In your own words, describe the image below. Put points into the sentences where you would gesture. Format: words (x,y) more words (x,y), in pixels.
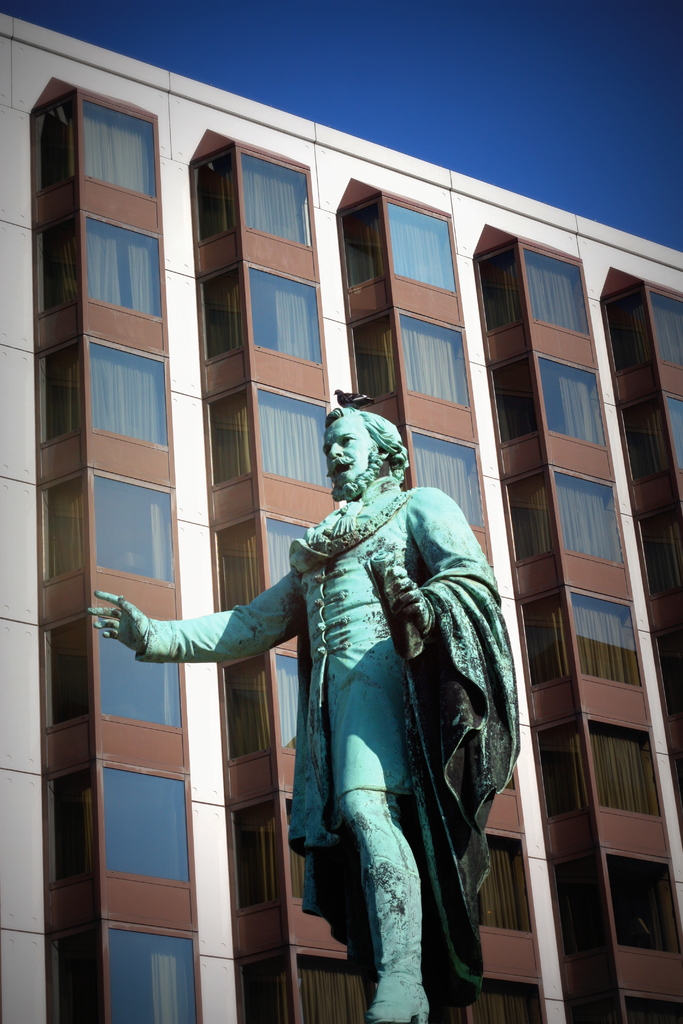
In this image we can see a sculpture (364,700). In the background of the image (674,329) there is a building (76,811) with glass windows (538,549). At the top of the image (405,68) there is the sky (357,76).
